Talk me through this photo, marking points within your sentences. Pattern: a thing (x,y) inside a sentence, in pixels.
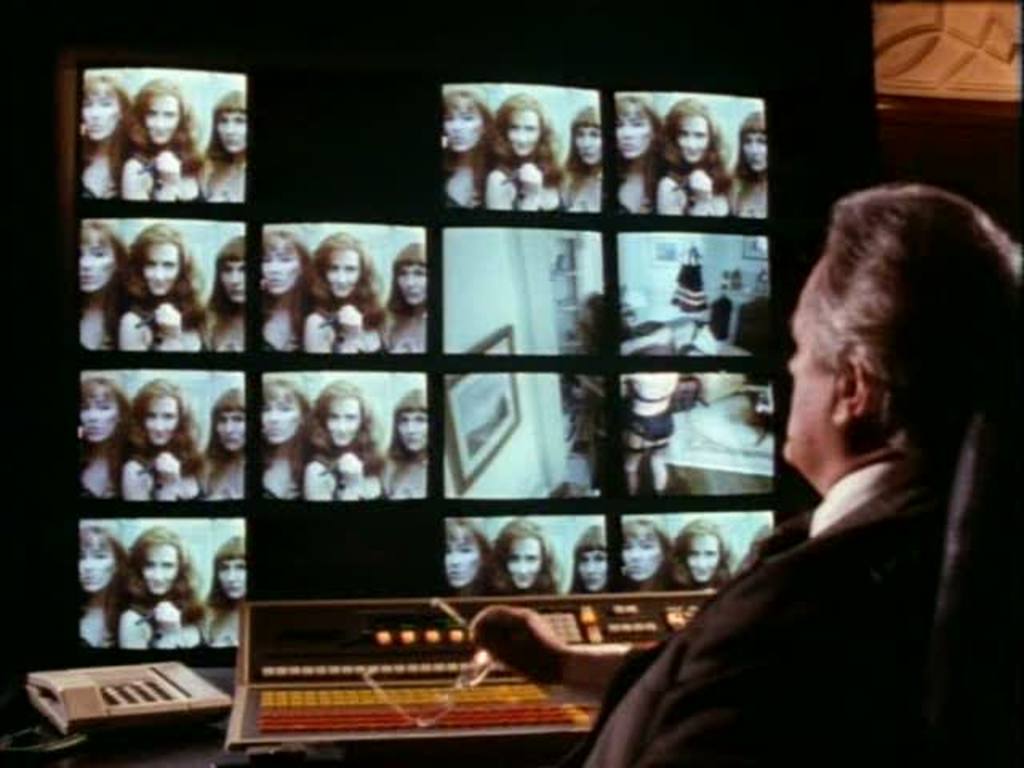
This image consists of a person (747,687) sitting in a chair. He is wearing a black suit (816,603). In the front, we can see many screens (471,545). In which we can see the women (281,318). On the right (917,80), it looks like a wall (957,65). On the left (76,728), there is a telephone (136,718). In front of him, there is a machine (349,703).
